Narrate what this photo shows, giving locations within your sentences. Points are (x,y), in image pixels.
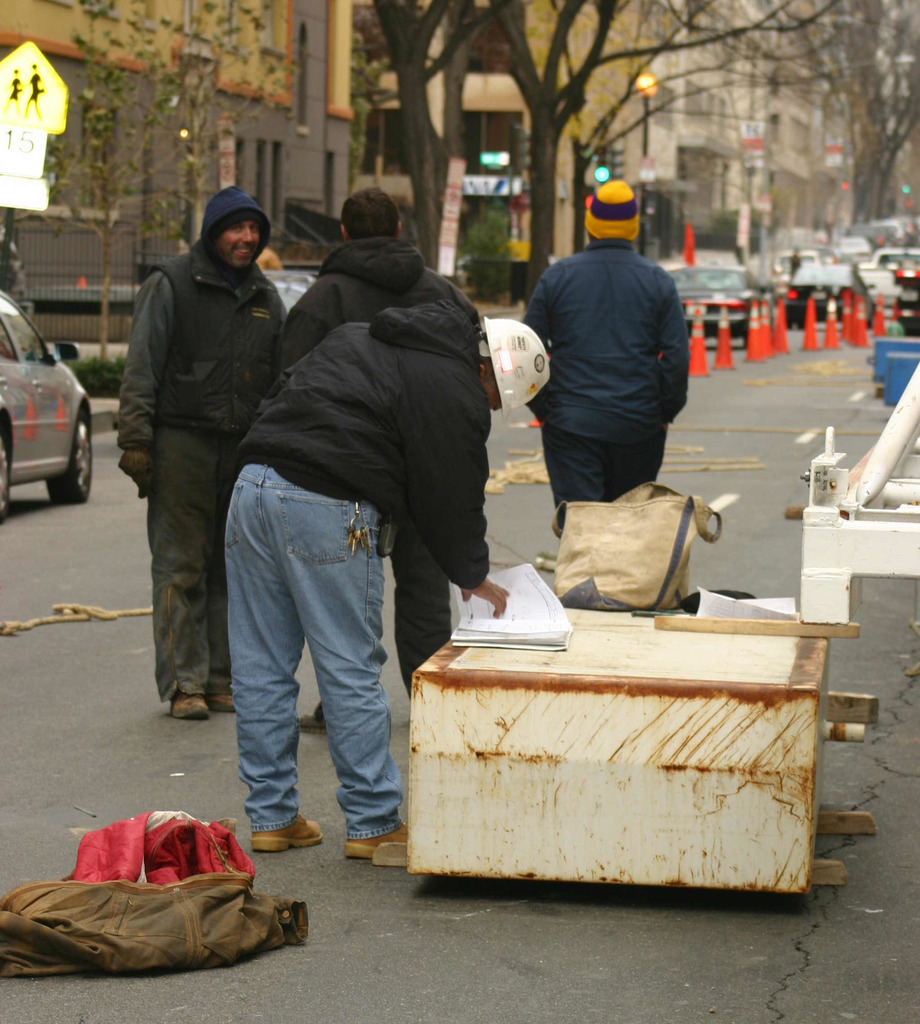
In this picture we can see a few ropes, traffic cones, vehicles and jackets (145,872) on the road (141,786). We can see four people (377,646), an object (494,673), carry bag (587,529) and a wooden object (541,665) on the path (129,497). There are a few signs (66,121) on a board (66,99). We can see other boards (11,198) on the left side (16,170). There is some fencing (56,287) and grass (92,370) is visible on the ground (115,400). We can see a few plants (115,388), trees (860,164), a street light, blue objects (907,345) and buildings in the background (915,368).
